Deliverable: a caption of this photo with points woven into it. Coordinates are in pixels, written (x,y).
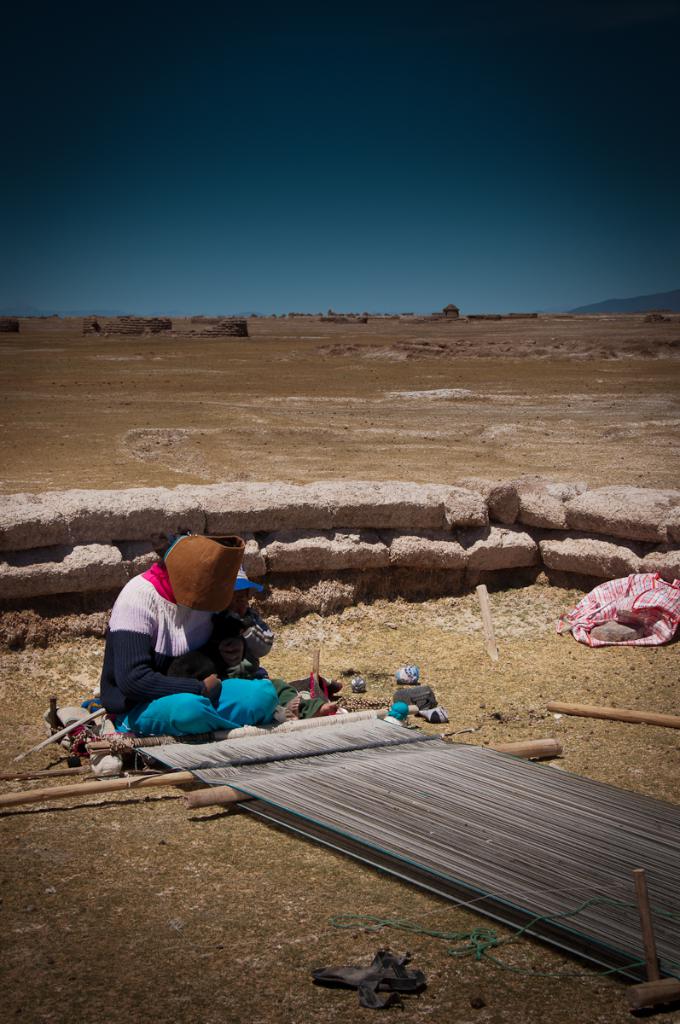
In this image we can see a person (170,687) is sitting on the floor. In front of the person (133,704) cloth like thing (468,835) is there which is attached to the bamboos (210,794). Background of the image (553,371) vast land (351,417) is there. At the top of the image (346,113) sky (402,164), is there. Right side of the image (635,607) one cloth (635,607) and stone (607,636) are there. Behind the person (245,721) small boundary (244,519) is there.
